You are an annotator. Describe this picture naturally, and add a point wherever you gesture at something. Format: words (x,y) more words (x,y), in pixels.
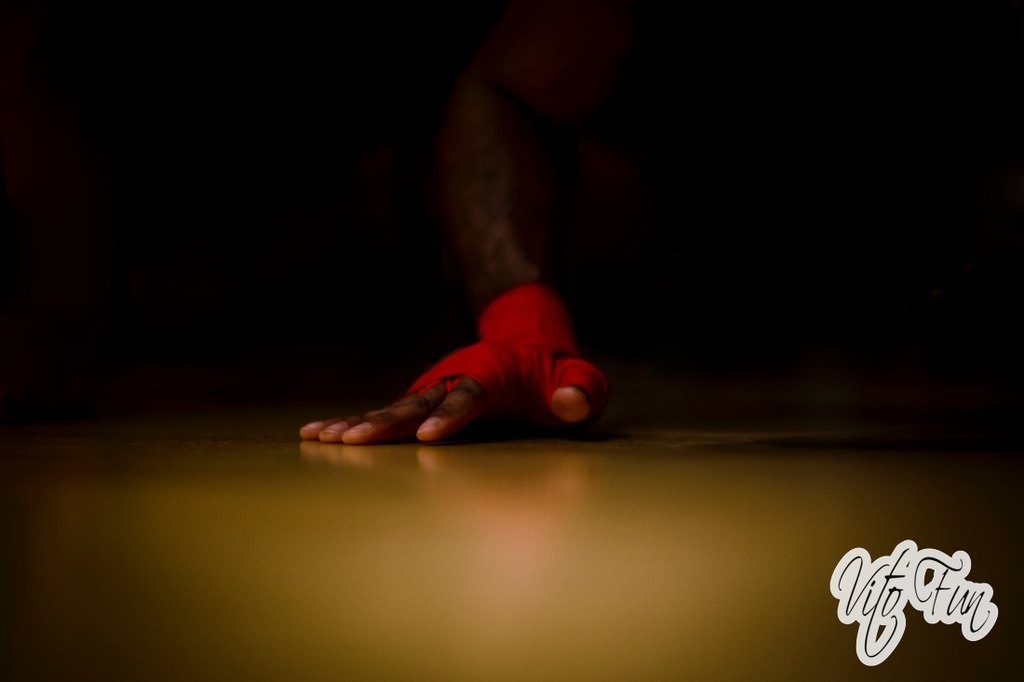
In this image we can see the hand (530,314) of a person (580,367) on the surface (472,439).
